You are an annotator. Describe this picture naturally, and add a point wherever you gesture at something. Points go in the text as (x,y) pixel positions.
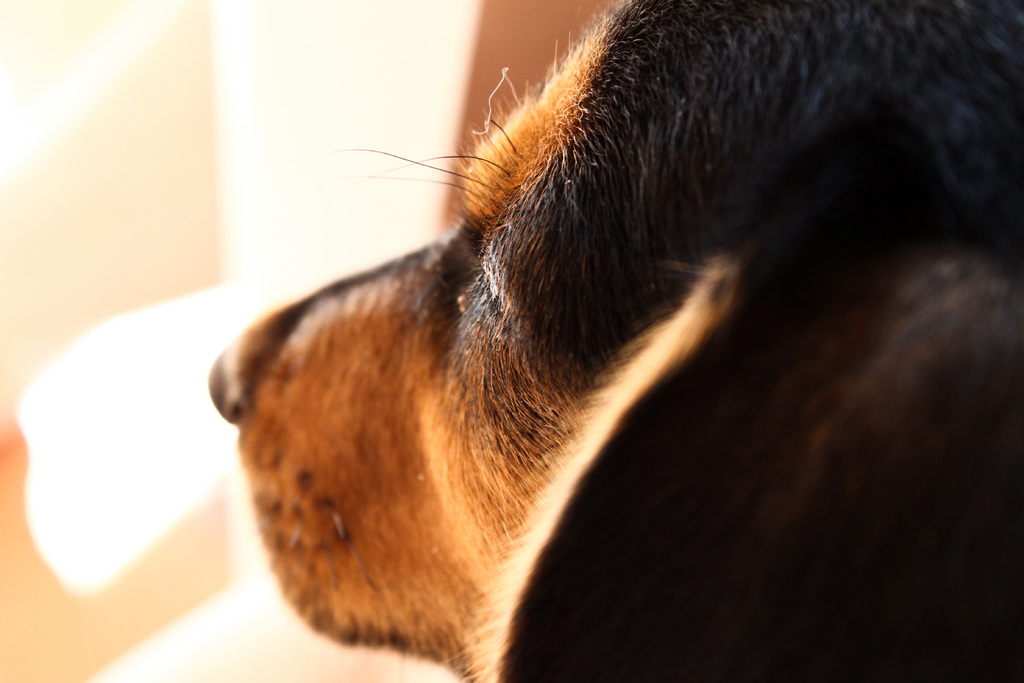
In this image I can see the dog (556,571) in black and brown color and I can see the white color background (100,480).
